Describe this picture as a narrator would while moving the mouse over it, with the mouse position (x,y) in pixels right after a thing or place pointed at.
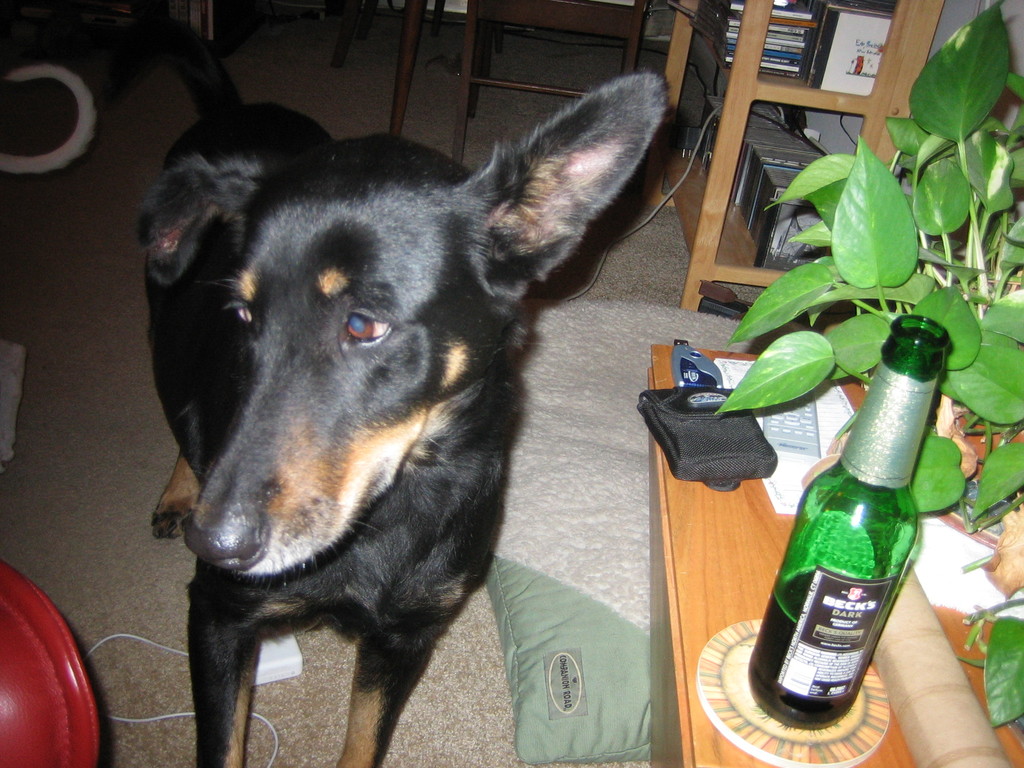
A black dog (363,409) in standing. Beside the dog (423,544) there is a pillow (586,606) and a table (715,547). On the table (726,516) there is a pouch (725,450), green bottle (857,469) and a plants (964,383). In the background (779,79) there is a cupboard (775,104) with many books (792,49).
